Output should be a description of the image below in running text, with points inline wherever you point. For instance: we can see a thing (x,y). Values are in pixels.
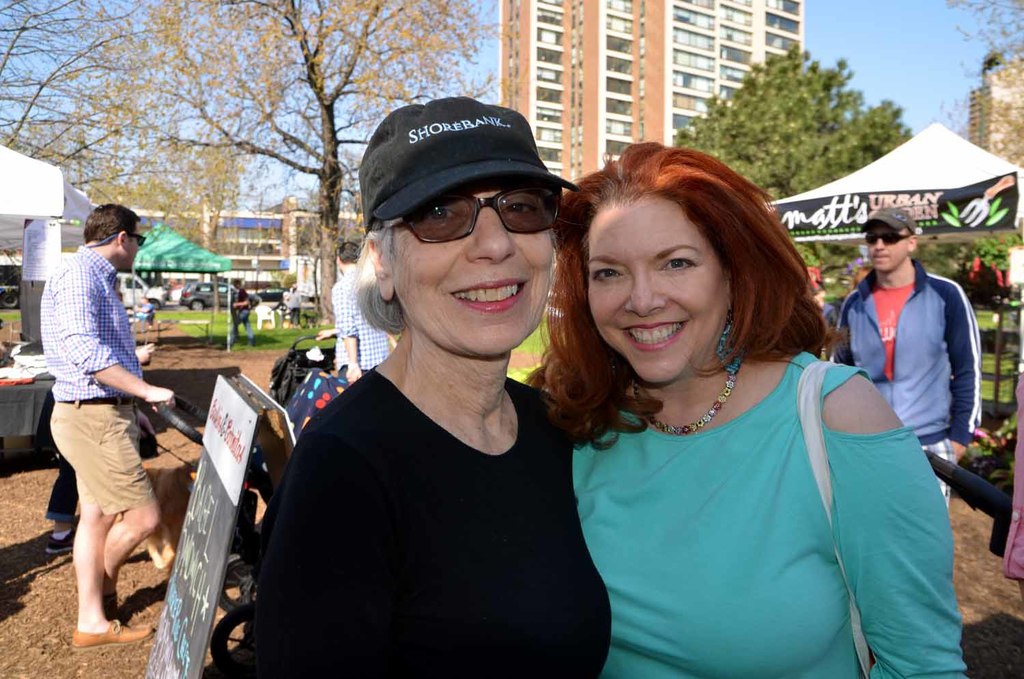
In this image there are two women (386,251) giving pose to a photograph in the background (381,342) there are few persons (862,308) walking and there are some stalls (211,267), trees (321,208), building (681,107) and a sky (910,37).
